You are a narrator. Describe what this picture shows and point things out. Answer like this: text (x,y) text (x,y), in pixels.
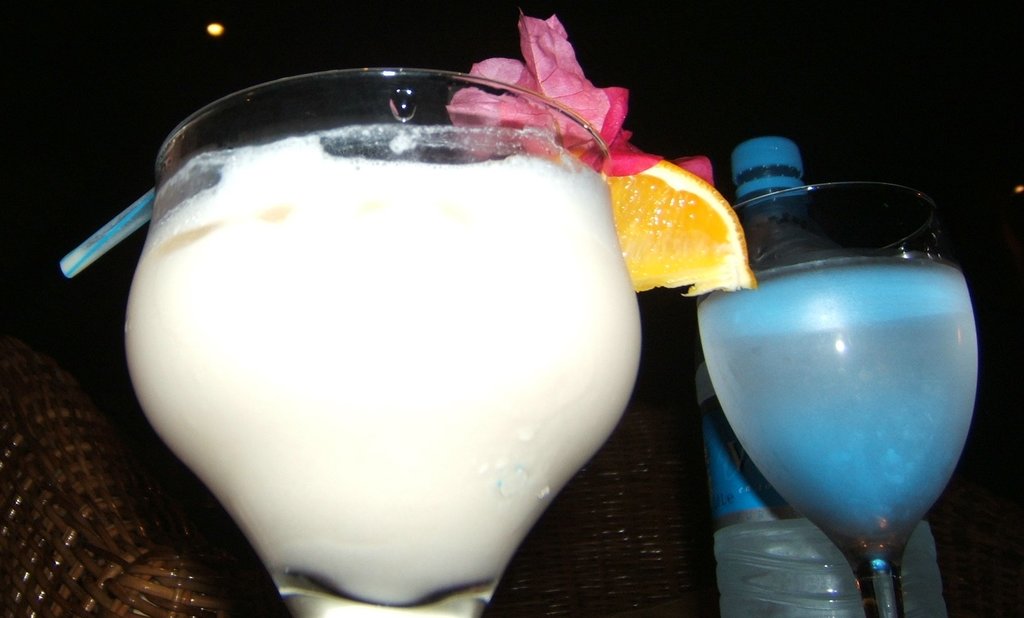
In this image I can see two glasses (499,370) which consists of drinks (594,363). Beside there is a bottle (758,564). In the background (95,499) there is a wooden object (73,425) in the dark.
